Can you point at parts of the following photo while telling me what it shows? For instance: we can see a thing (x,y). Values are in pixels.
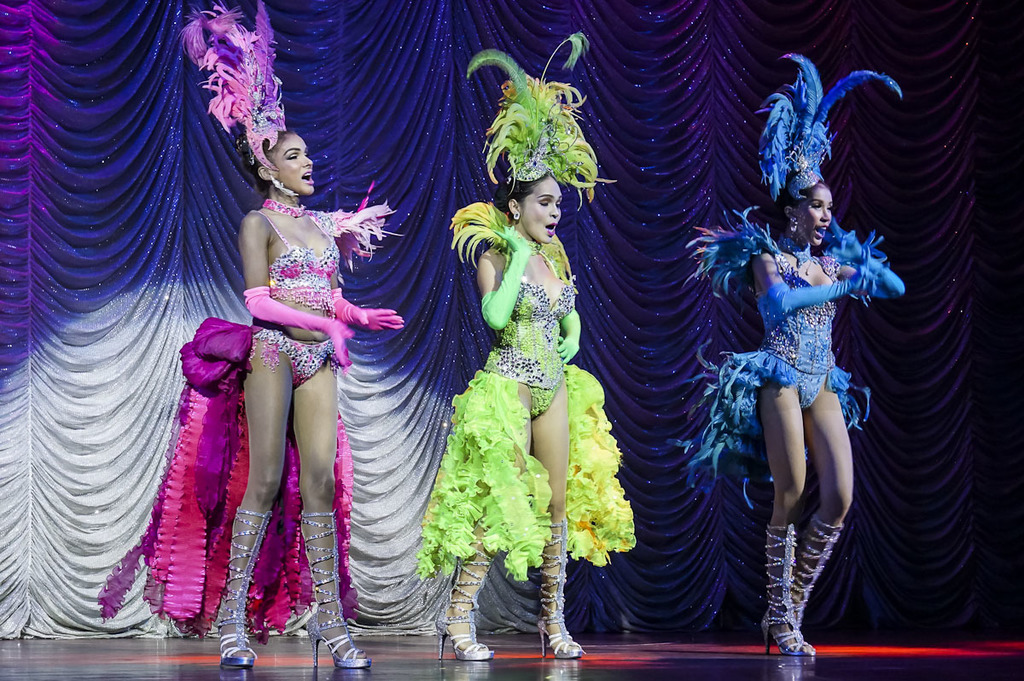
In this image we can see three women (347,301) are on the stage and they wore fancy dresses (340,355). In the background (409,403) we can see a curtain (65,139).
